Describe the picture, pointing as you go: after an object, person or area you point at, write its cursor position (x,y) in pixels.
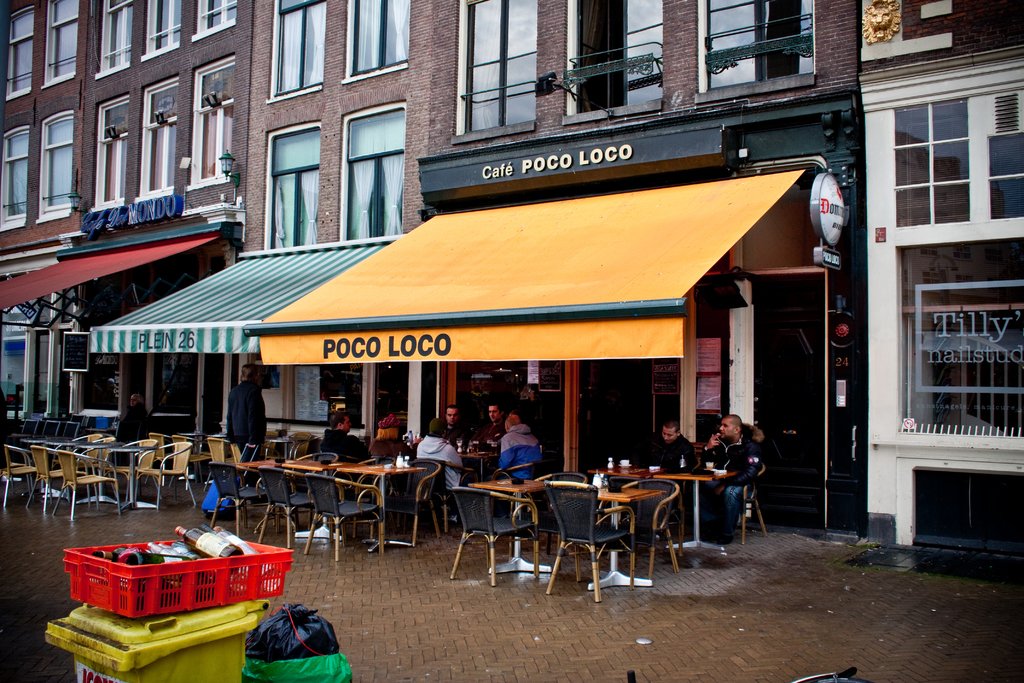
There are tables (477,455) and chairs (354,486). On the chairs (160,451) there are few people (440,435) sitting. Behind them there is a store (544,378). There is a building (330,102) with many window (290,191) and curtains (366,182). To the bottom (221,619) there is a dustbin (147,635). On the dustbin (194,643) there is a basket (187,568) with bottles (163,551) in it.
